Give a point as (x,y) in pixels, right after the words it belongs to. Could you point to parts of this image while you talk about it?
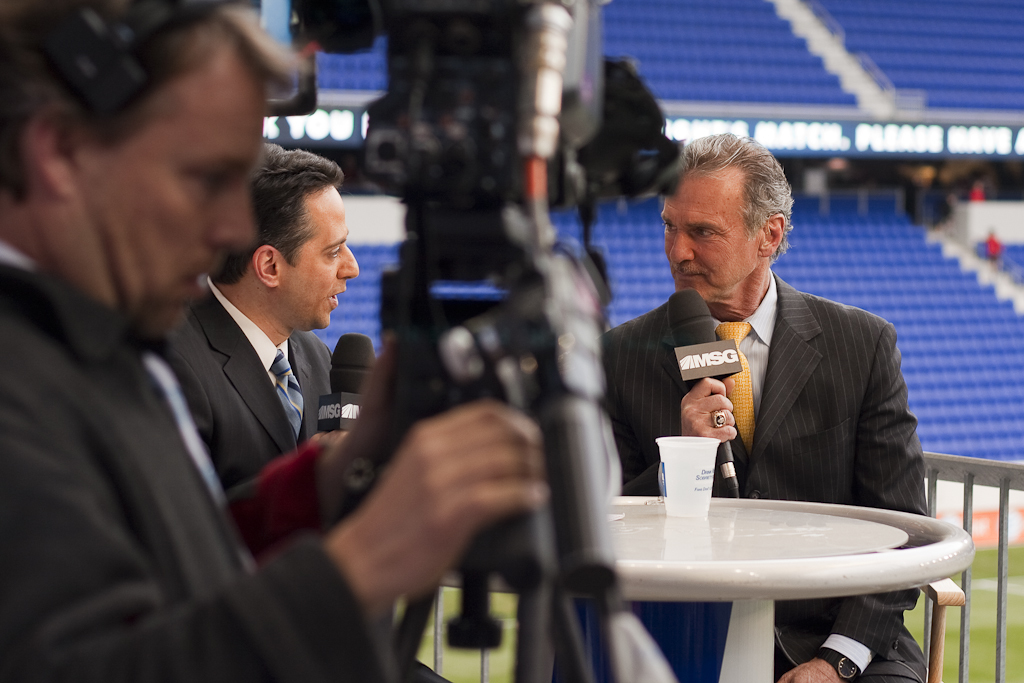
In this picture we can see a group of people (318,391) holding mics (344,366) in their hands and talking and in front of them there is table (712,544) and on table (694,521) we can see glass (674,472) here person (361,432) is holding camera (479,257) and in background (725,77) we can see seats (842,215), fence (965,492), grass (972,566).
